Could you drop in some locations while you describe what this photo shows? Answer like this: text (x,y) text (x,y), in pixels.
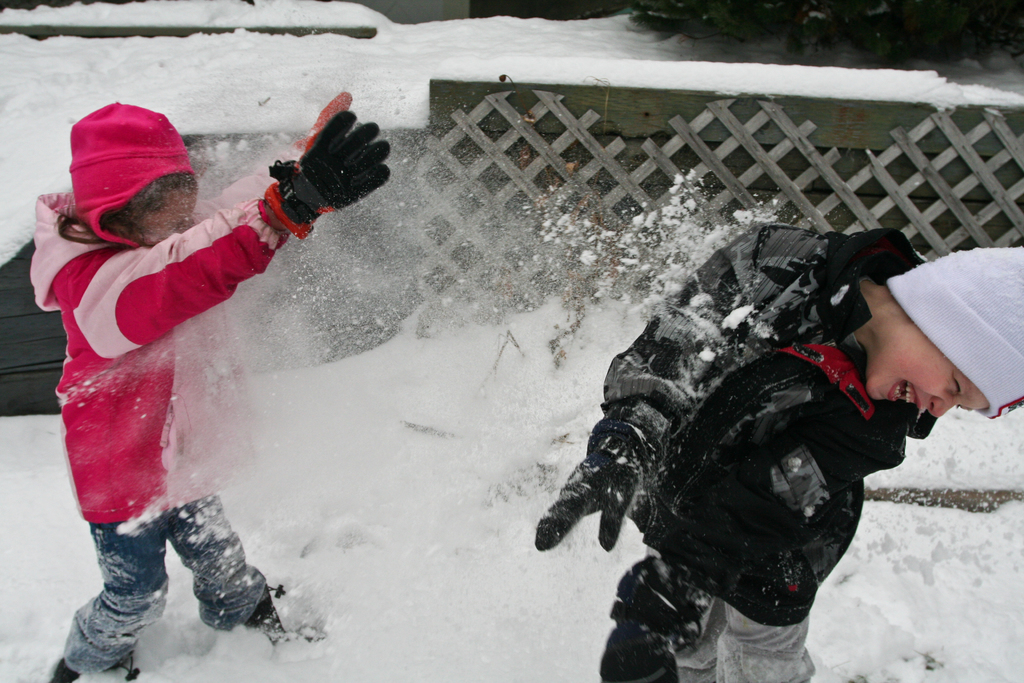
In this picture we can see there are two kids (150,475) playing in the snow (173,603) and behind the kids (222,387) it is looking like a wooden fence (583,214).
